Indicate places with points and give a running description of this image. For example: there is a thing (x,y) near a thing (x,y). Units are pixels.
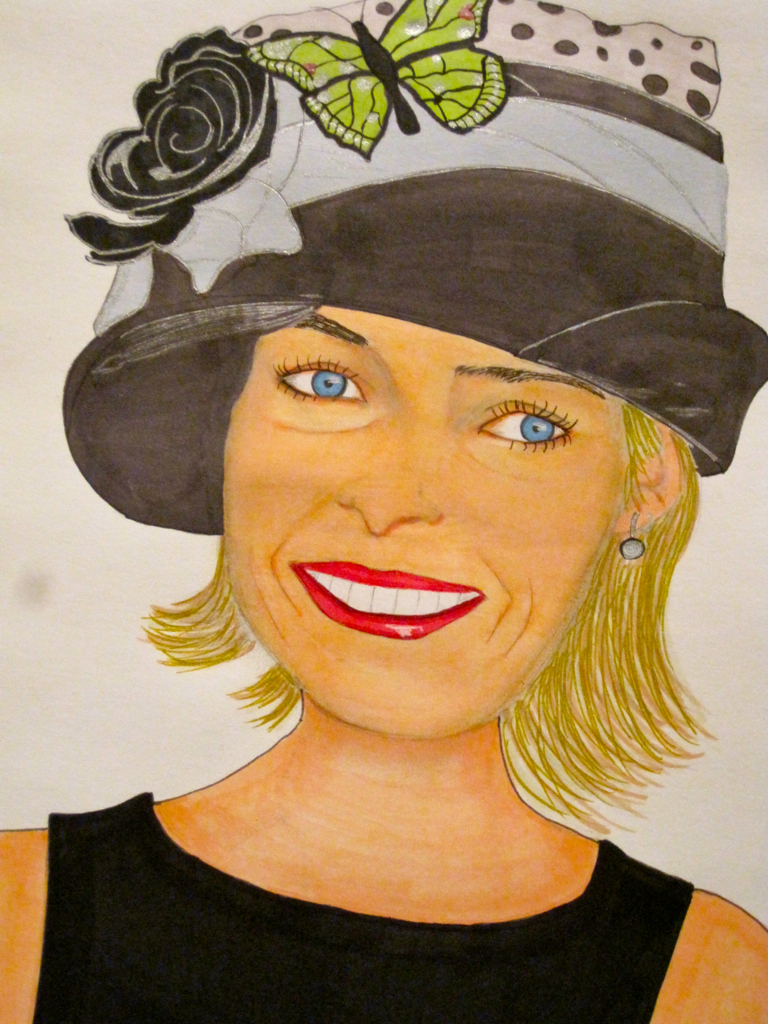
In this image there is a painting (277,585). There is a woman (370,739) wearing a hat (344,166). On the hat (338,175) there is a flower (261,127) and a butterfly (468,102).
